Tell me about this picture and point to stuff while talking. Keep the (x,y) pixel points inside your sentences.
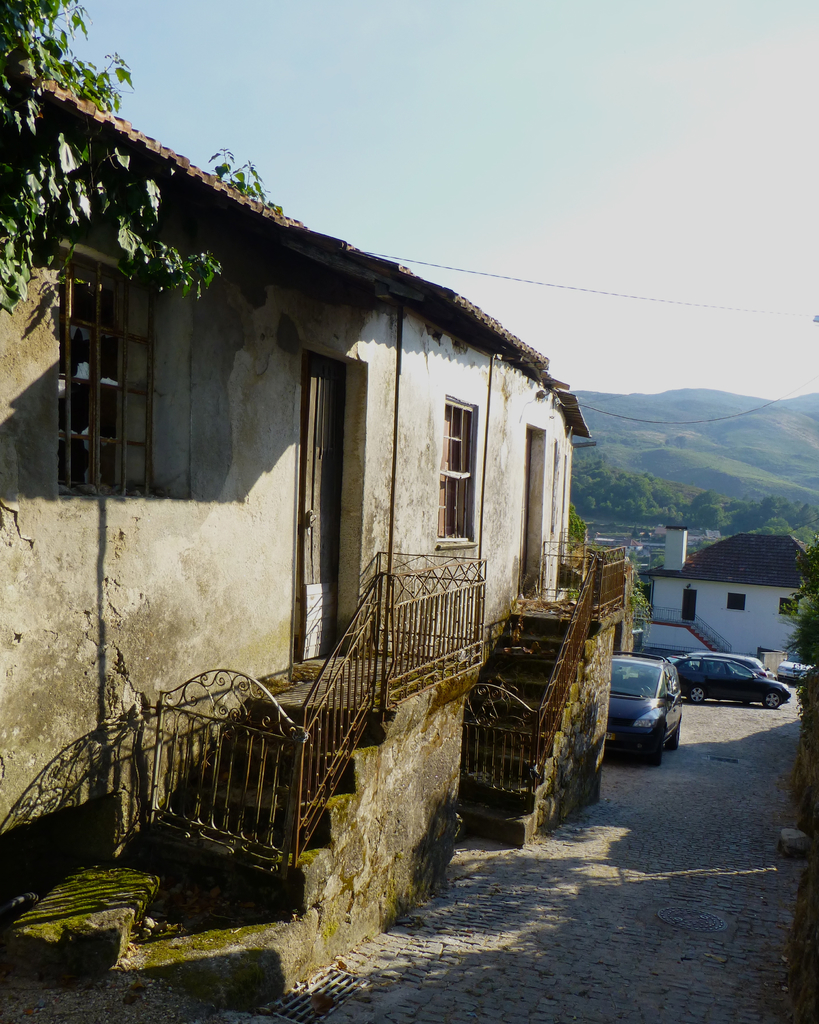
In the center of the image (433,368) there is a house (138,538). There are windows (114,390), staircase (342,659). In the background of the image (765,430) there are mountains (737,405). To the right side of the image (585,813) there is a road (394,978). There are cars (762,669).
